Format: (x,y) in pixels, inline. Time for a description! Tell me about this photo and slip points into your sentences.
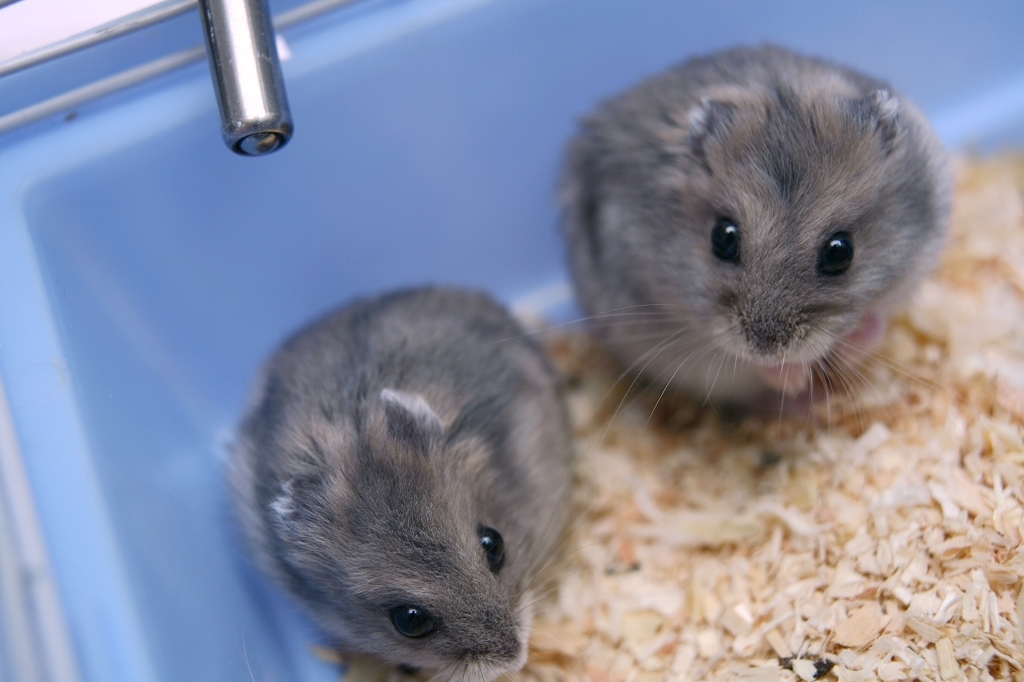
This picture consists of two hamsters (689,102) in the center of the image (483,294) in a tub (202,37) and there is metal object (251,31) at the top side of the image (264,62), it seems there is chopped wood (834,580) in the image.
